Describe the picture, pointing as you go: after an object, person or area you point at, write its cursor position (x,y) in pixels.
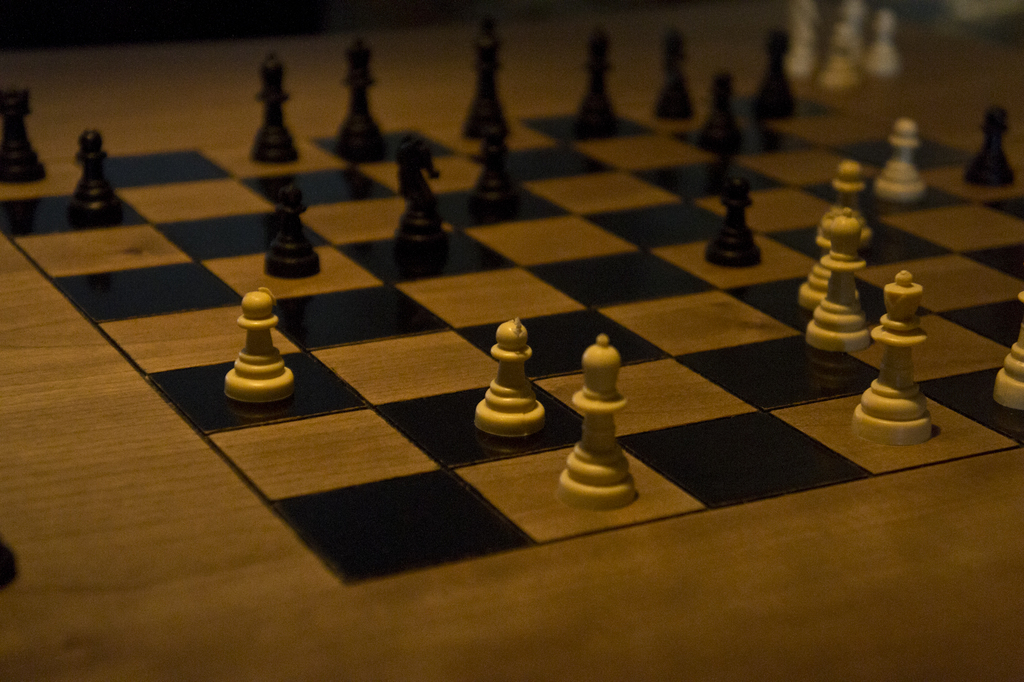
In this picture I can observe chess board (549,467). I can observe white and black color chess pieces (427,227) on the board (770,270). The background (814,26) is blurred.
